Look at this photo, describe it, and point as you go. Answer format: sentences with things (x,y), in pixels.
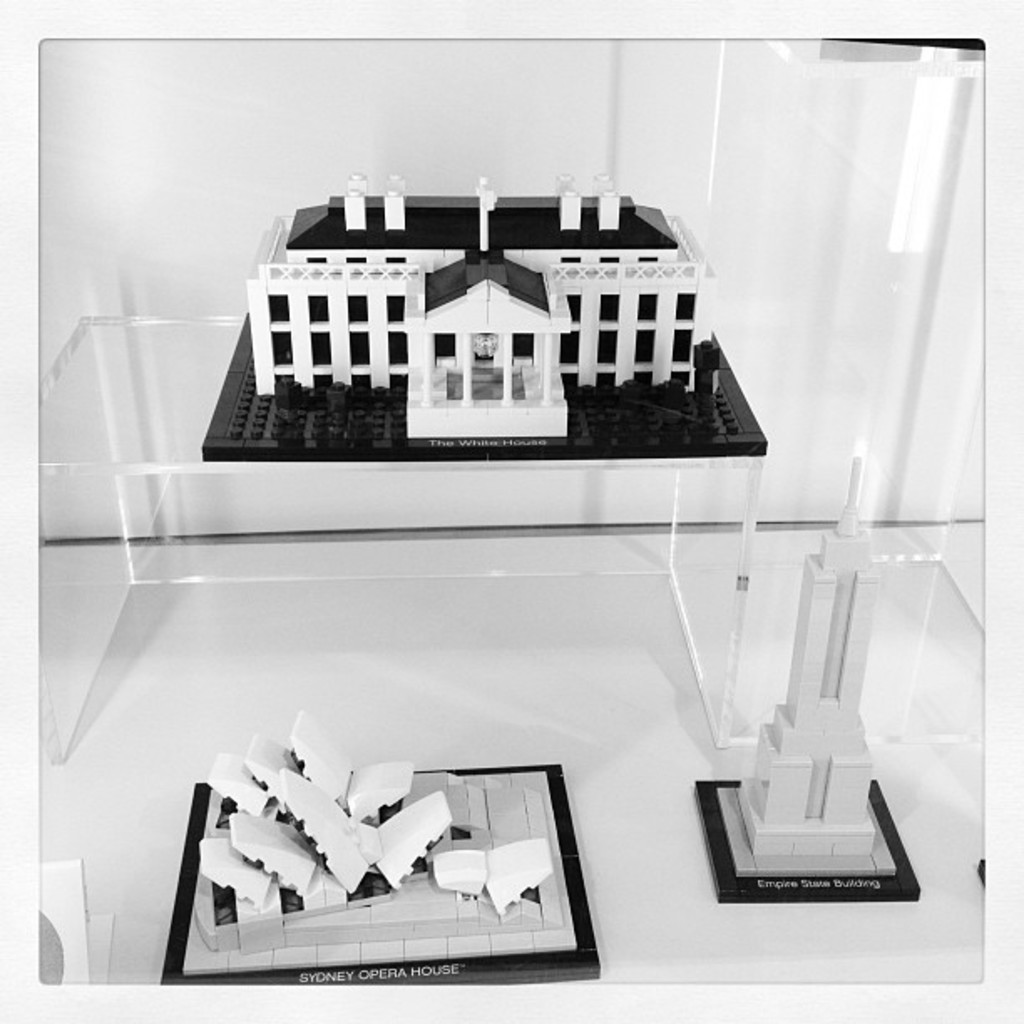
At the bottom of the picture (428,797), we see an object (512,831) in white color. In the right bottom (762,897), we see an object (788,895) which looks like a miniature (771,742) of the tower (793,789). In the middle (605,426), we see the glass (131,574) and a miniature (402,260) of the house (438,281). In the background (455,97), we see a white wall (431,156).
